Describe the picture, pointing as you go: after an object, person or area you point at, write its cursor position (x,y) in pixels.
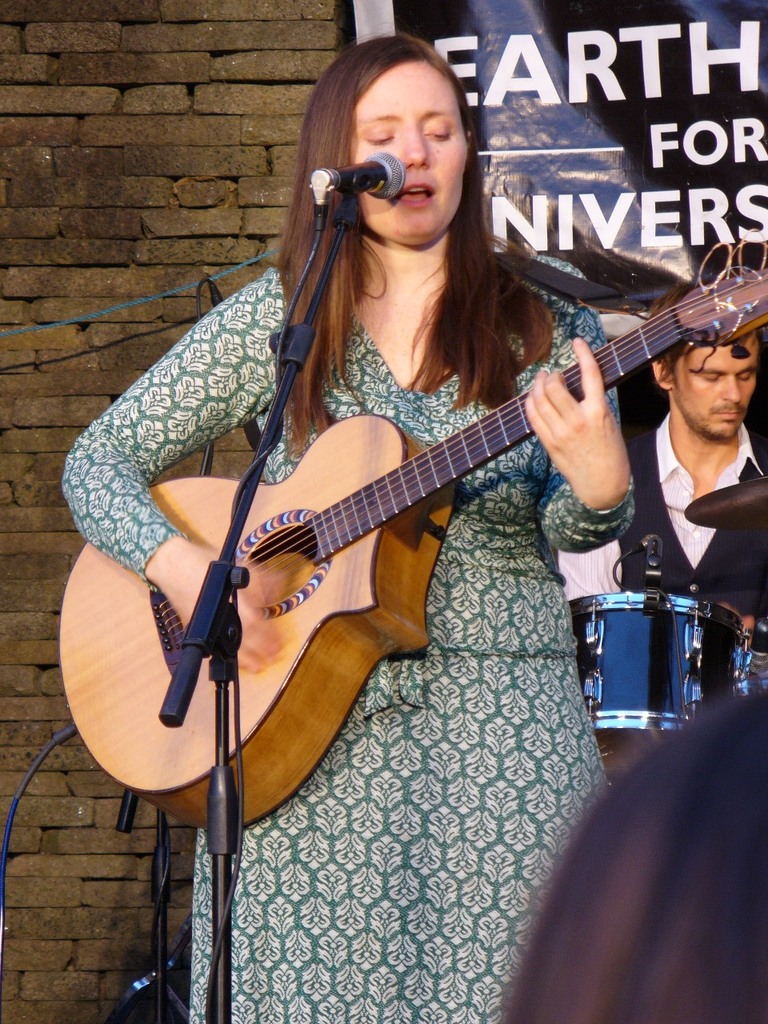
In the image a woman (461,986) is standing and holding the guitar (388,485) there is a mic (352,192) in front of her, she is singing in the background (629,636) there is a person (670,579) who is playing drums (632,625) and also a banner (600,156) behind him and a brick wall (123,299).
